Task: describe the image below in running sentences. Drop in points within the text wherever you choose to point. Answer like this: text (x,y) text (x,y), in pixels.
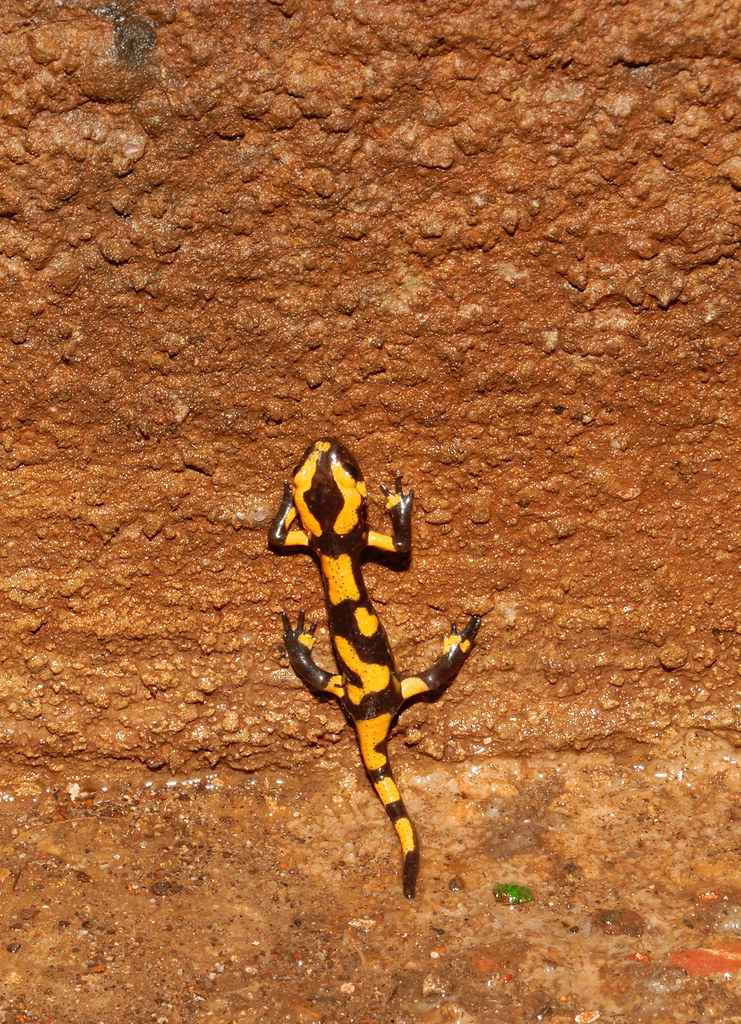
There is a salamander (439,674) on the surface (269,405) as we can see in the middle of this image (340,525).
